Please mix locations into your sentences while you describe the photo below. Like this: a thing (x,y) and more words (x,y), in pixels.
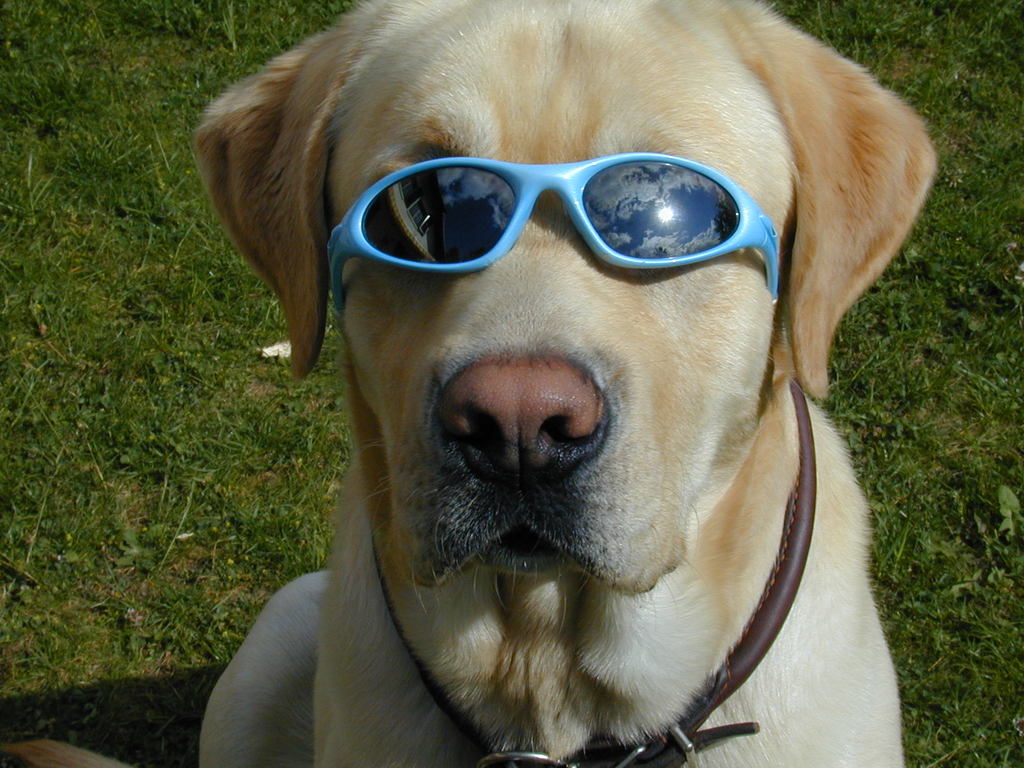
There is a dog (687,638) sitting on a greenery ground (905,671) and wearing goggles (608,223).
